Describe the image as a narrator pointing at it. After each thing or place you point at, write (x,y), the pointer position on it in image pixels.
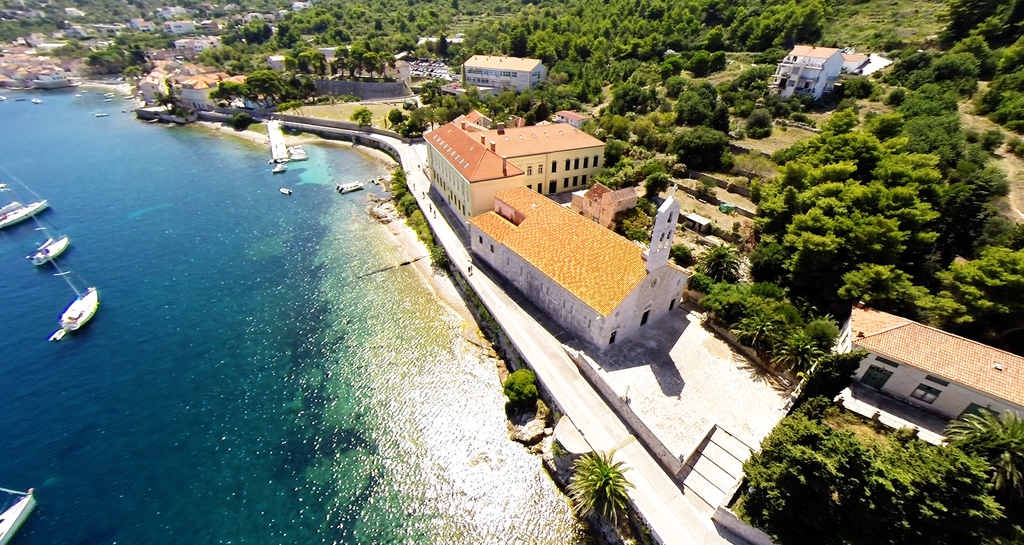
In this image I can see water (3,364) on the left side (21,342) and on it I can see number of boats (84,91). On the right side of this image (894,300) I can see number of trees (847,161) and number of buildings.
